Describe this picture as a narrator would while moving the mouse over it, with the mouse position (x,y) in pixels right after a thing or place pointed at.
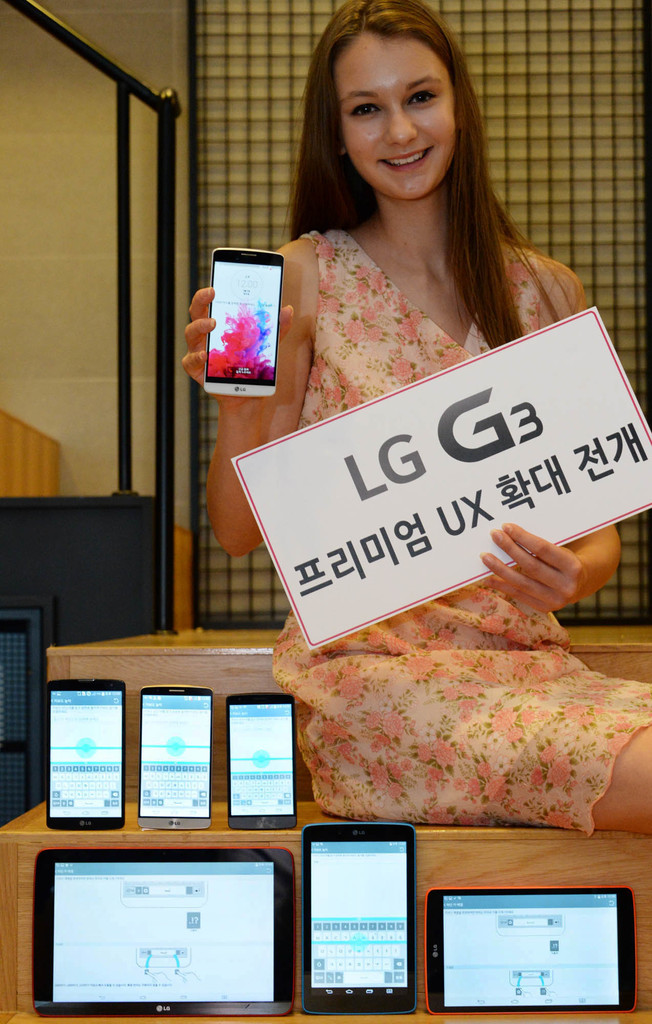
She is sitting on a step (624,854). She is holding a mobile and name board (441,393). There is a step (586,879). There are three mobile phones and tablets (280,907).
